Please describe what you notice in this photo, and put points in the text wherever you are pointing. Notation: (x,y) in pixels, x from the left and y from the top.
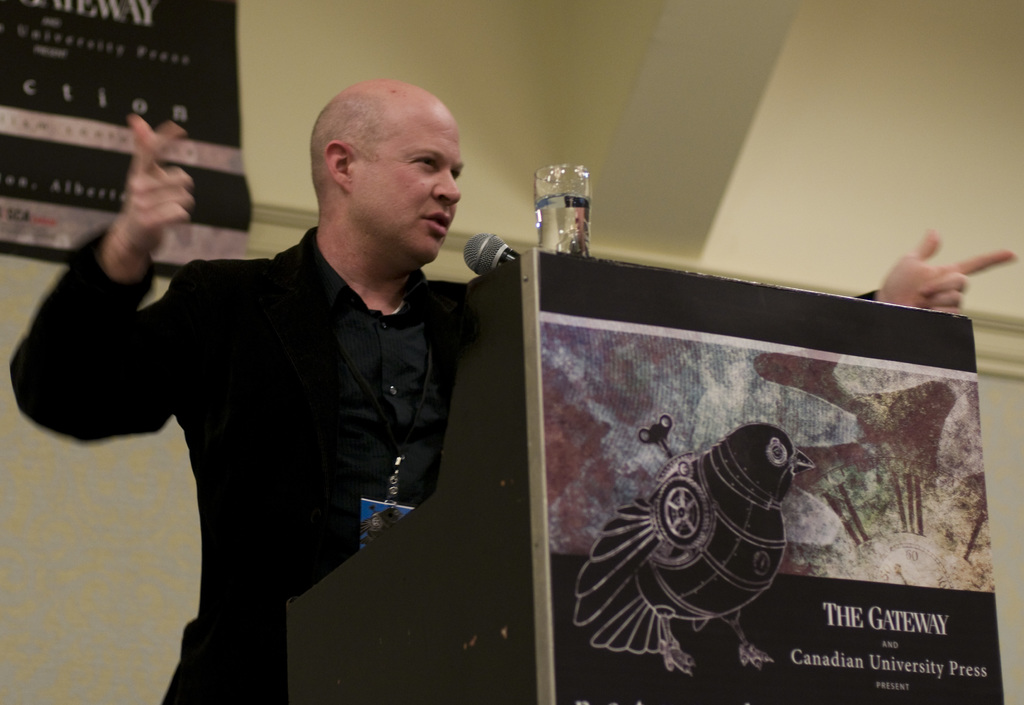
In this image, there is a man (377,338) standing in front of a podium (614,305), on that podium (409,643) there is a glass (552,202) of water (565,233) and a mic (501,251), in the background (383,27) there is a wall (821,129), to that wall (821,129) there is a banner (172,11), on that banner (213,53) there is some text (117,43), on that podium (738,325) there is a picture (717,513) of a bird (741,527) and a text (884,641).
